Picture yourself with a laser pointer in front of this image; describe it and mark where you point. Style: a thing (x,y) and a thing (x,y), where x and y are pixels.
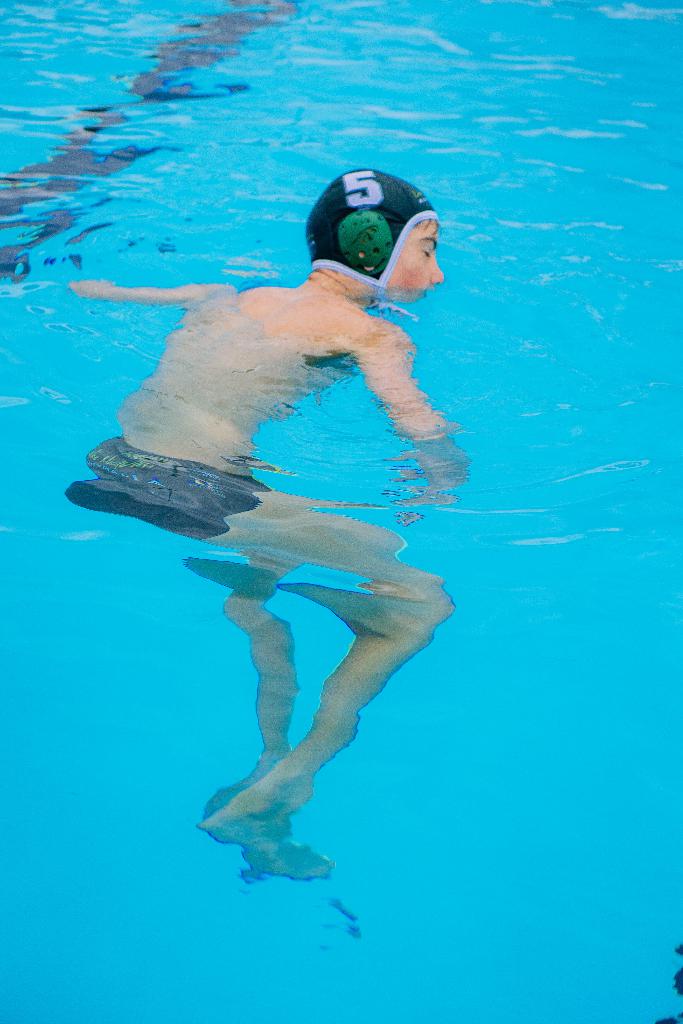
In this picture we can see a person (304,558) in water (500,507). He is wearing a helmet (381,260).
